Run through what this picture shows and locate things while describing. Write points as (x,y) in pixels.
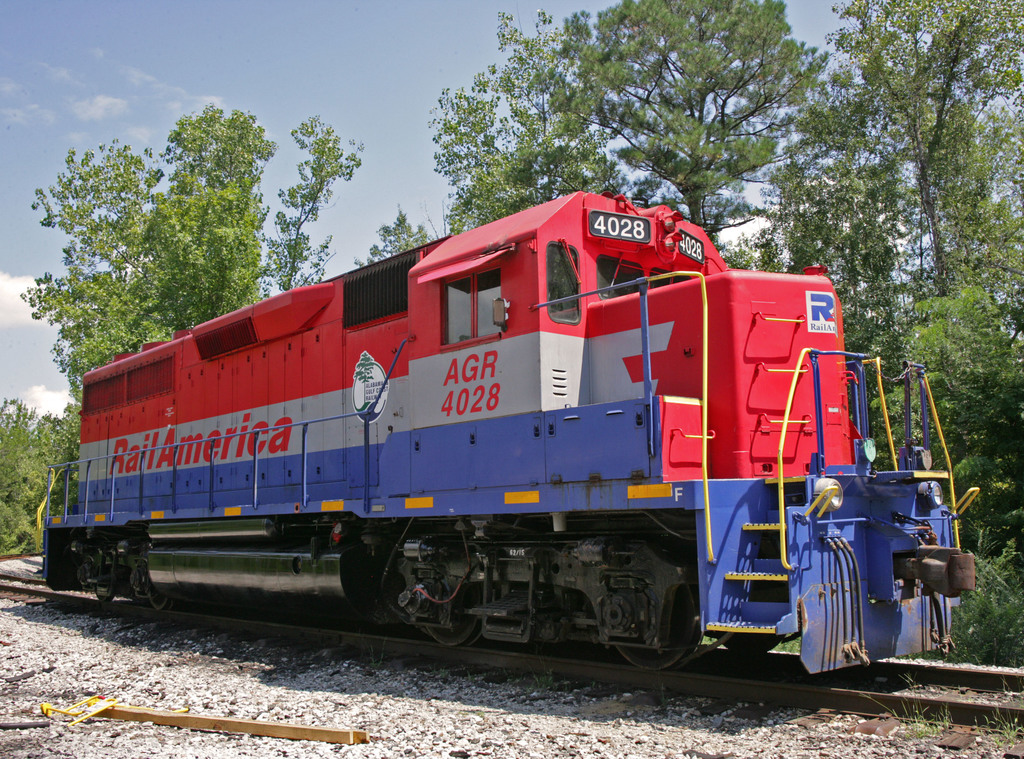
In the image there is a train (403,589) moving on rail track (1001,748) and behind it there are trees (180,222) all over place and above its sky (100,90).
